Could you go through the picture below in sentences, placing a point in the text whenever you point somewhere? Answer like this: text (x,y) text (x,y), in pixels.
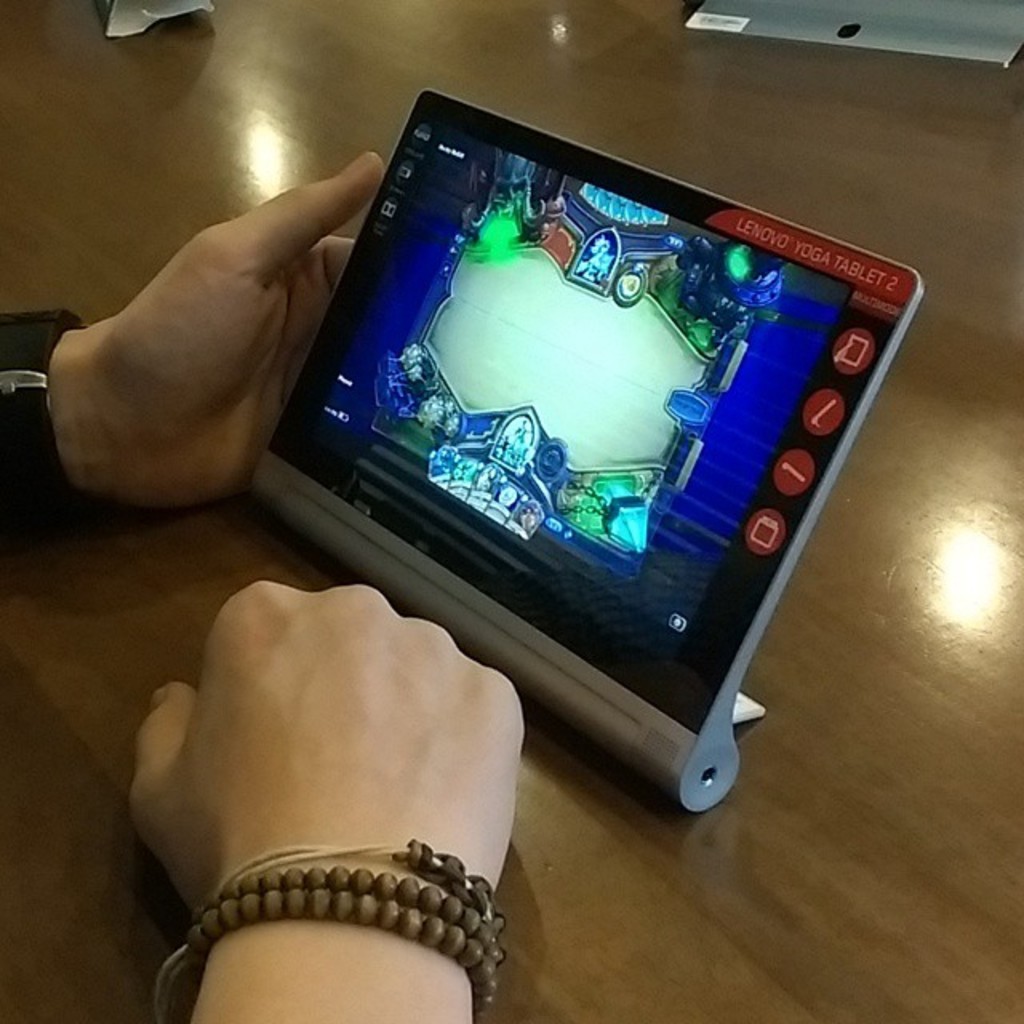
In the picture we can find two hands (273,725) on the table (37,249) catching a tablet (605,521) and playing a game on one hand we can find a wrist watch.
